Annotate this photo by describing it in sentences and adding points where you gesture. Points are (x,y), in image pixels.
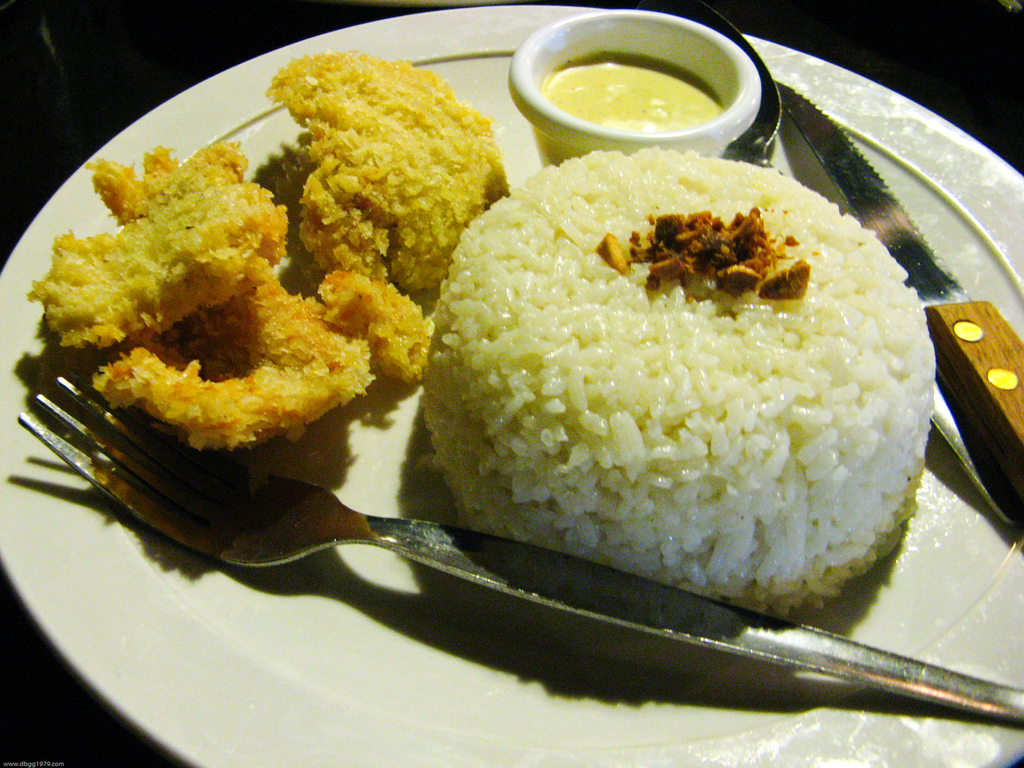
In this picture we can see some food (561,172), knife (1007,329), a liquid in a bowl (572,144), fork (226,470) on a plate (225,656). Background (910,48) is black in color.
